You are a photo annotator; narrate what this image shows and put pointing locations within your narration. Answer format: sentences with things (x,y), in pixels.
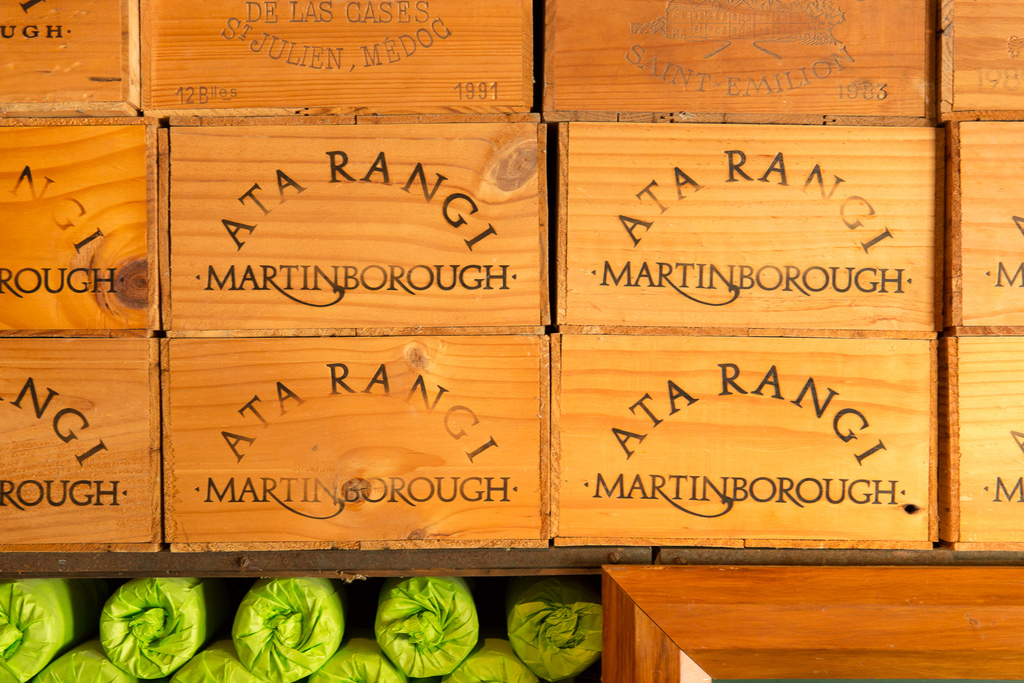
In this picture, we see wooden boxes (251,352) with some text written on it. In the right bottom of the picture (800,605), we see a wooden table (713,619). Beside that, we see something in green color which are rolled.
